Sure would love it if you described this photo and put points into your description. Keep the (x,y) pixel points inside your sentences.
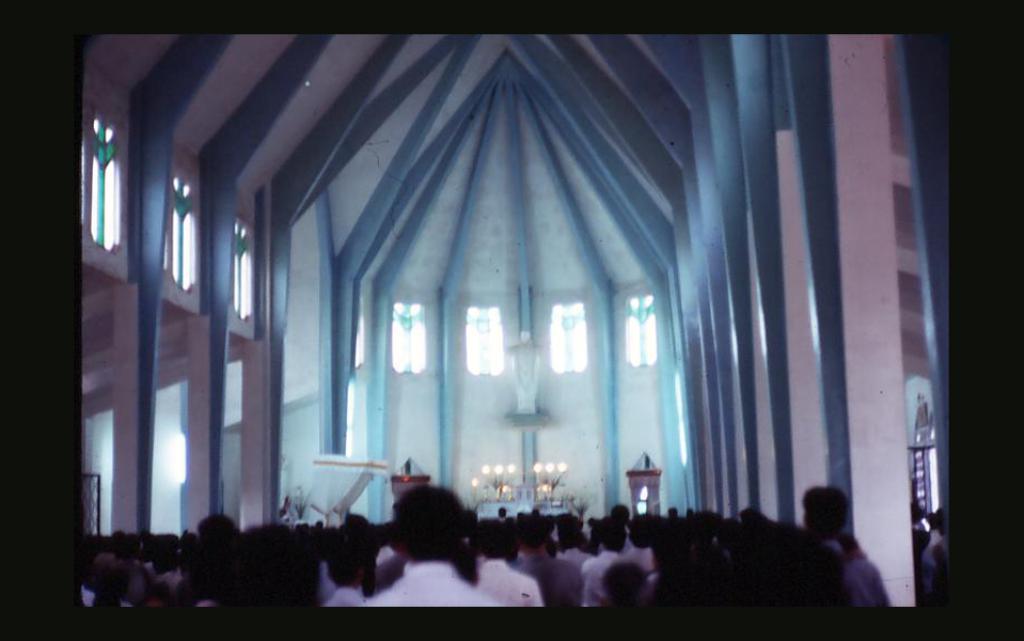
In this image we can see inside view of a building (409,405). In the foreground (772,589) we can see a group of people (375,569). In the background (499,470), we can see some candles (533,470) and some windows (629,348).
